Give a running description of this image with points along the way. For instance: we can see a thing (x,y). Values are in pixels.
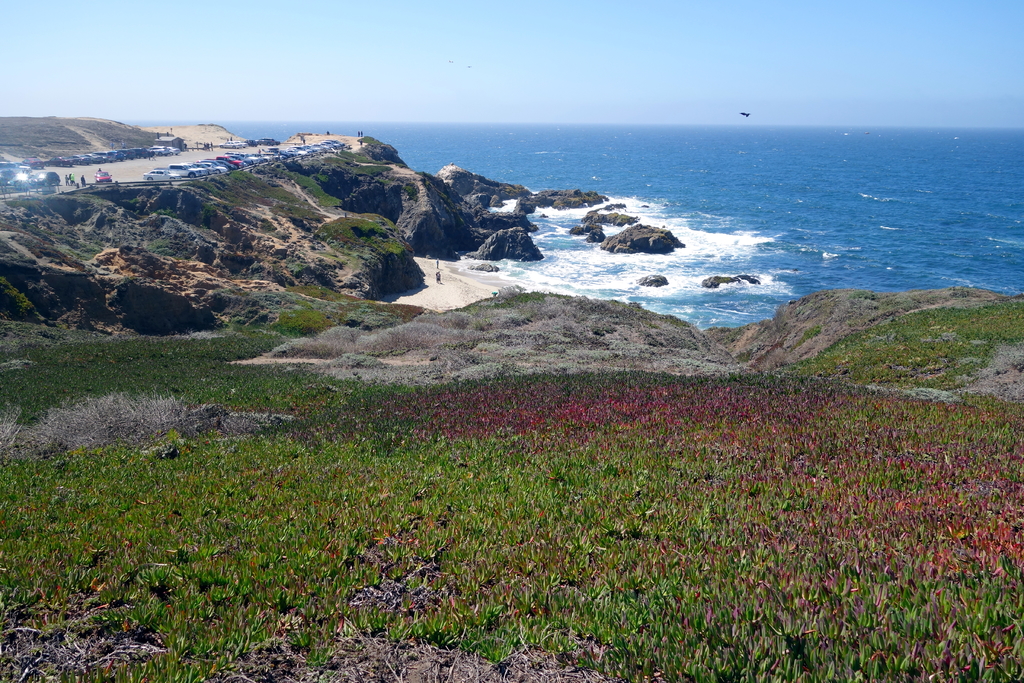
In this picture we can see vehicles (92,155) on the road (143,174), grass (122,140), rocks (526,219), water (575,187) and in the background (140,47) we can see the sky (322,63).
